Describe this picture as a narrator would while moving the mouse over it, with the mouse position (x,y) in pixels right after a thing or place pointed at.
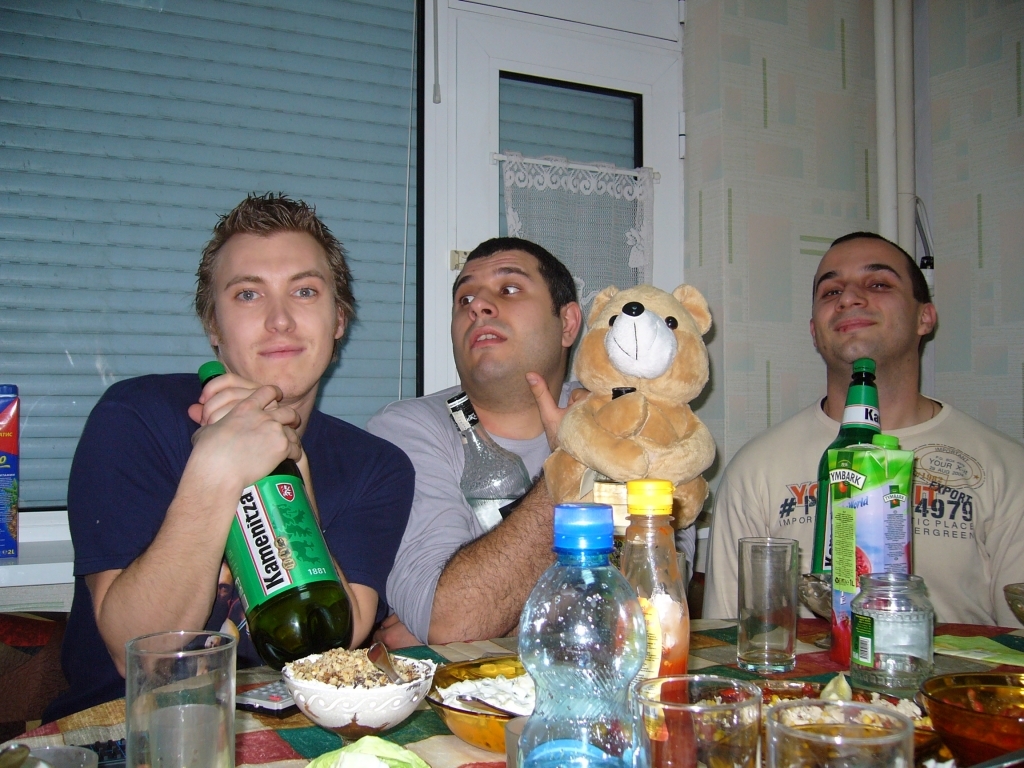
In this image I see 3 men (1023,517) in which this 2 men (891,405) are smiling, I can also see that this man (221,588) holding a bottle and this man (514,409) is holding a bottle (463,406) and a teddy bear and in front (595,580) there is a table (58,730) on which there are many things (688,638). In the background (946,342) I see the wall (940,355) and the door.
